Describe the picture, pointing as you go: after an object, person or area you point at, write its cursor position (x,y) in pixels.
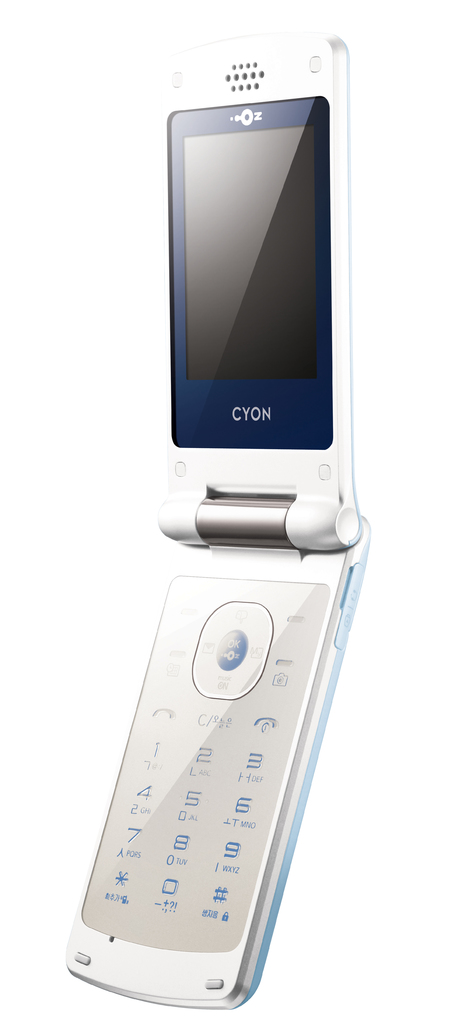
In this image, I can see a mobile phone (207,472). The background (60,544) is white in color.
